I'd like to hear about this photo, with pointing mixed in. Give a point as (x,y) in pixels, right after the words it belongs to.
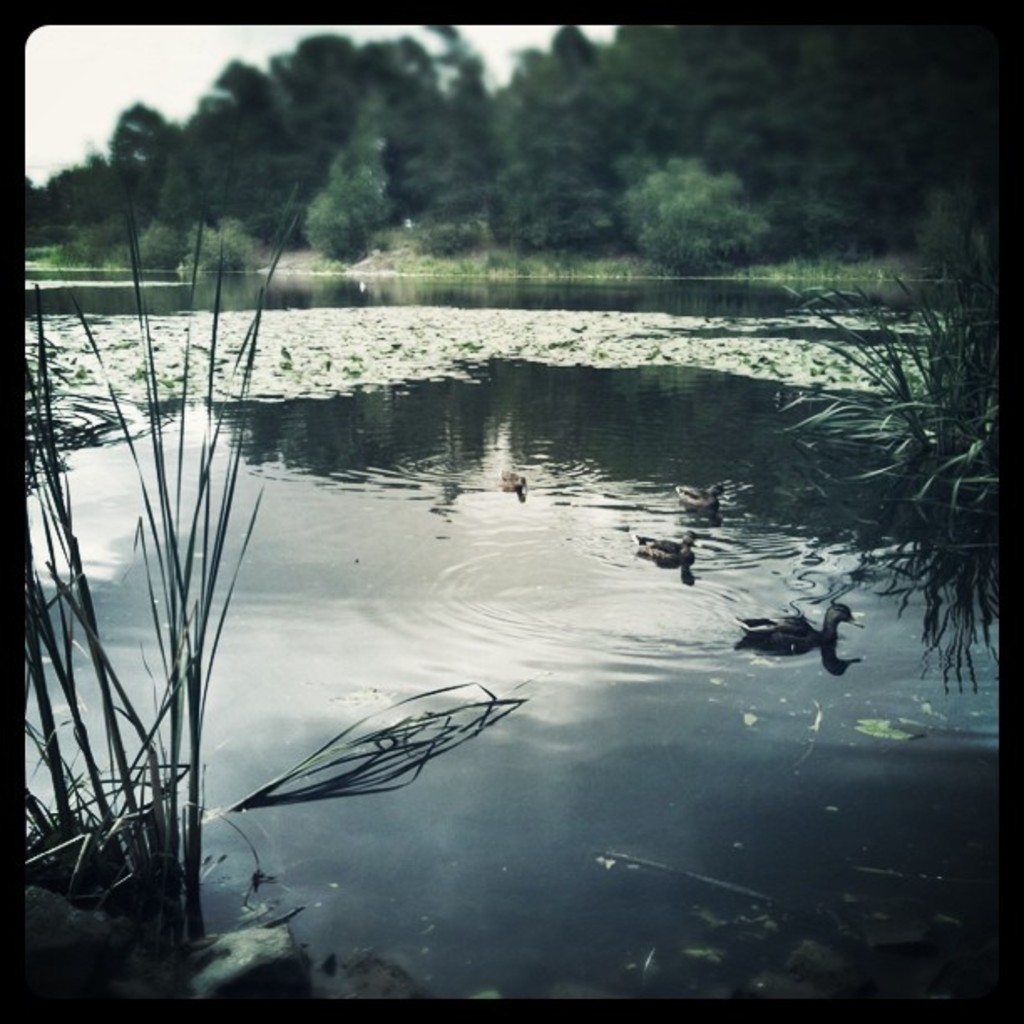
In this picture there is water (572,596) in the center of the image (473,477), on which there are ducks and there are trees (338,207) at the top side of the image (550,222), there are plants (196,796) in the image.
